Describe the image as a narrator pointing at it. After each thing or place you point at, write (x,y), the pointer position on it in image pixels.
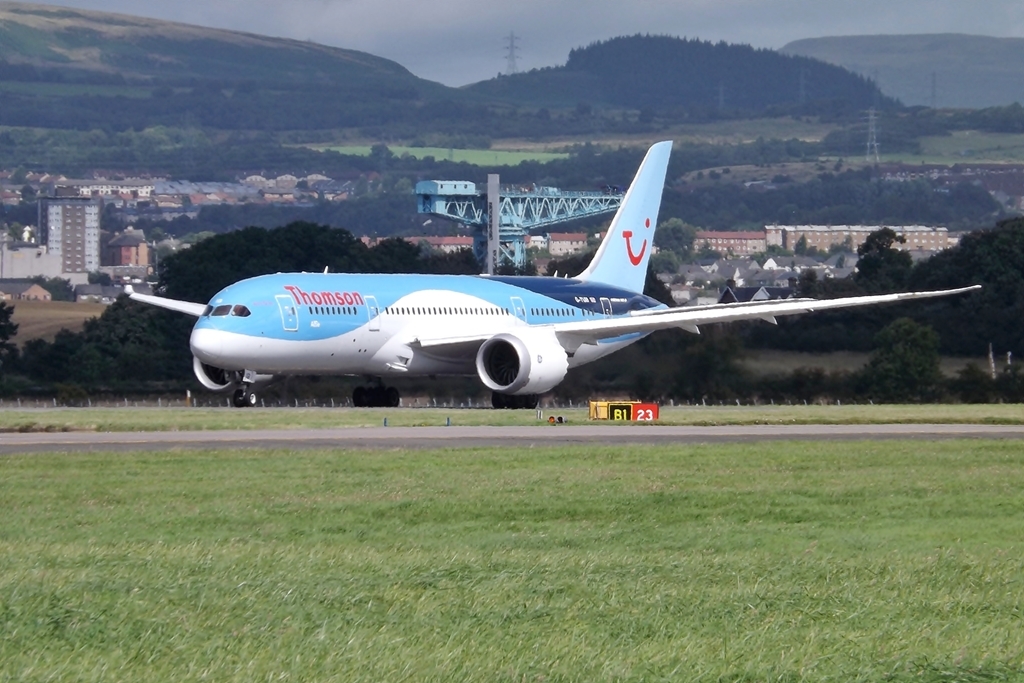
In the picture we can see an airplane (346,352) which is in blue and white color is on runway (416,437) and in the background of the picture (403,224) there are some houses (62,265), trees (654,67) and there are some mountains (547,137) and cloudy sky (493,46).
